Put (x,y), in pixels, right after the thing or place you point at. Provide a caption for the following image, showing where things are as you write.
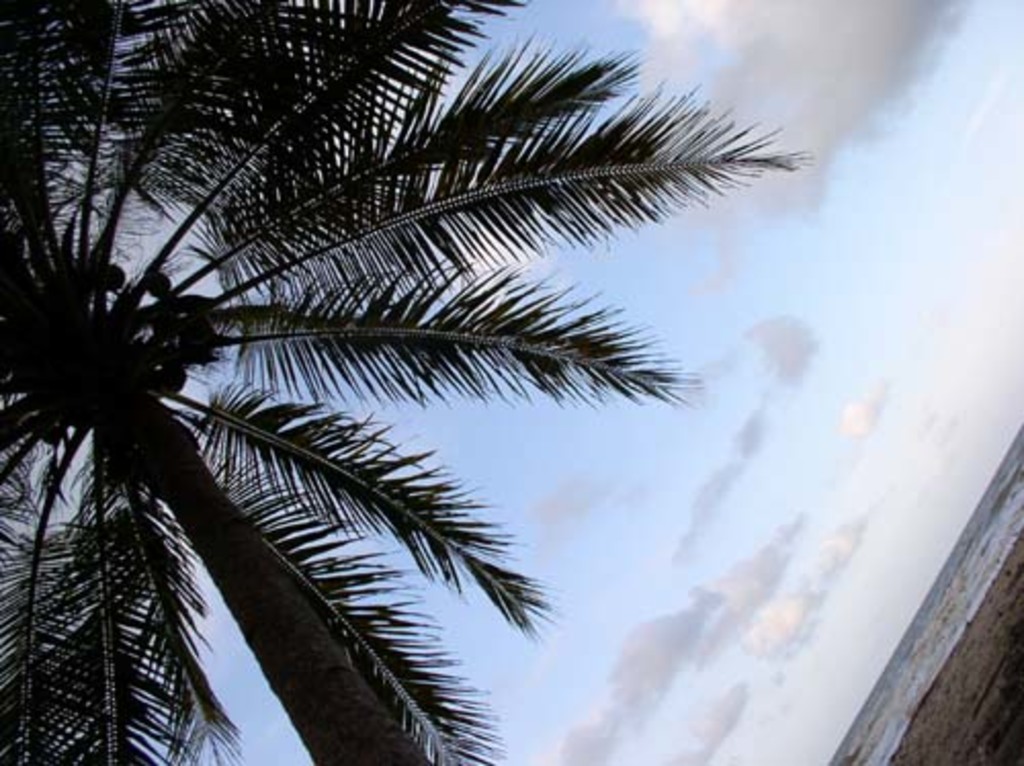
In this image we can see a tree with some coconuts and also we can see the water (916,688), in the background (808,507), we can see the sky (732,183) with clouds (731,15).
